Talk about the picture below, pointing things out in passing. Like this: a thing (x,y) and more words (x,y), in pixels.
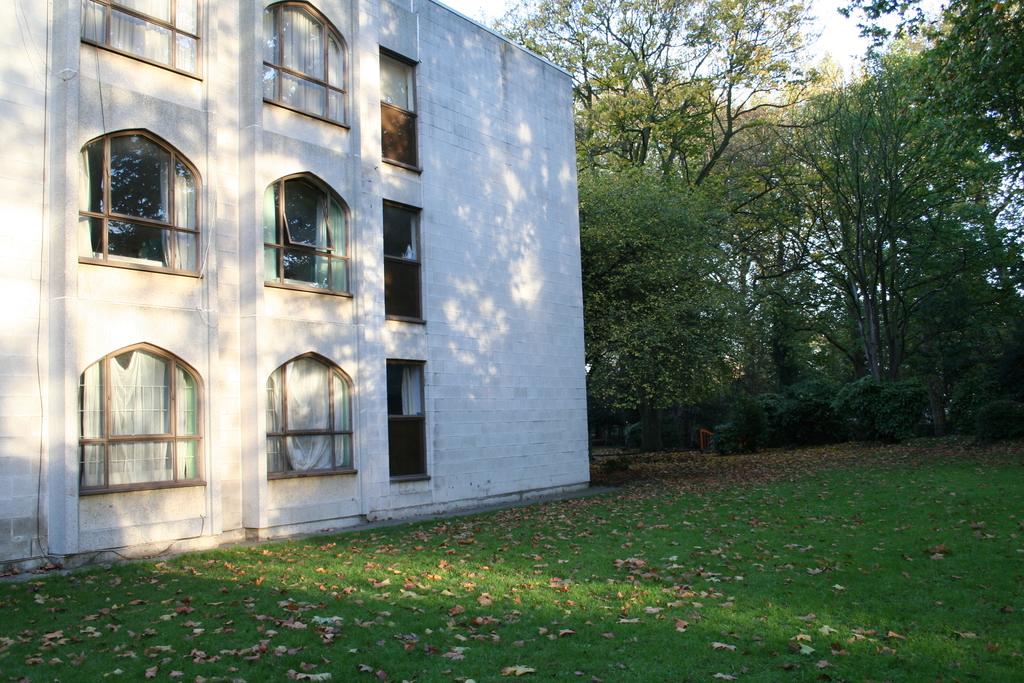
We can see leaves (310,680) on the grass (333,577) and we can see building (524,459), wall (489,214) and windows (283,452). In the background (901,67) we can see trees (889,58) and sky (863,42).
